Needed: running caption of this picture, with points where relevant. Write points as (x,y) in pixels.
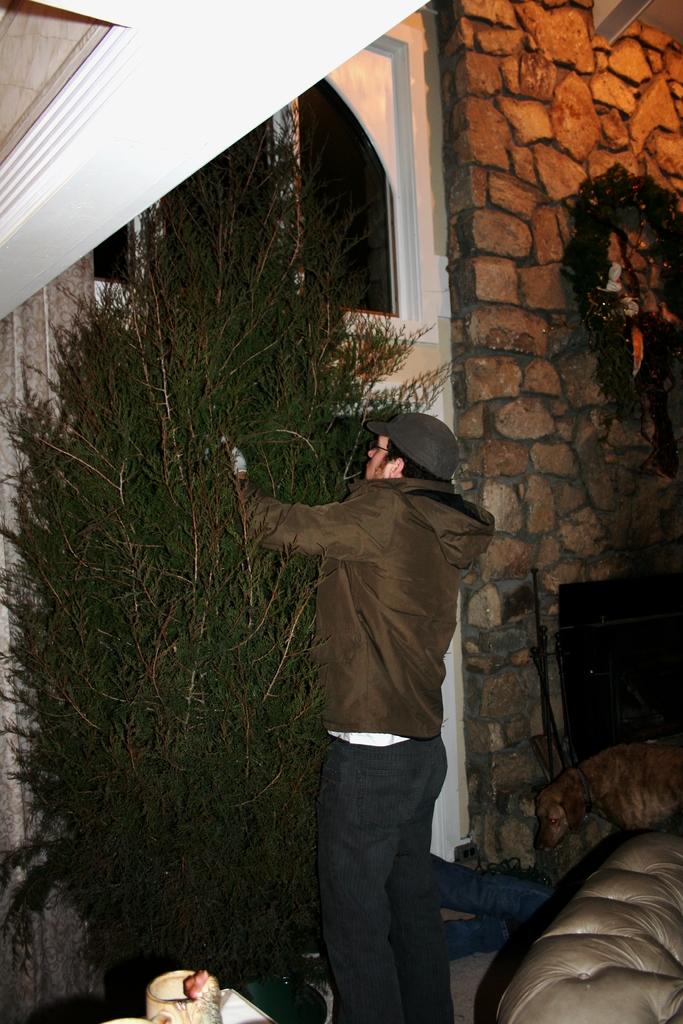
In this image in the center (381,521) there is one person (416,606) standing and he is doing something, in front of him there is a tree (250,526) and in the background (509,321) there is a building (549,216), window (397,216), wall (644,230) and objects (620,202). At the bottom (676,905) there is couch (596,899) and objects (160,982).
